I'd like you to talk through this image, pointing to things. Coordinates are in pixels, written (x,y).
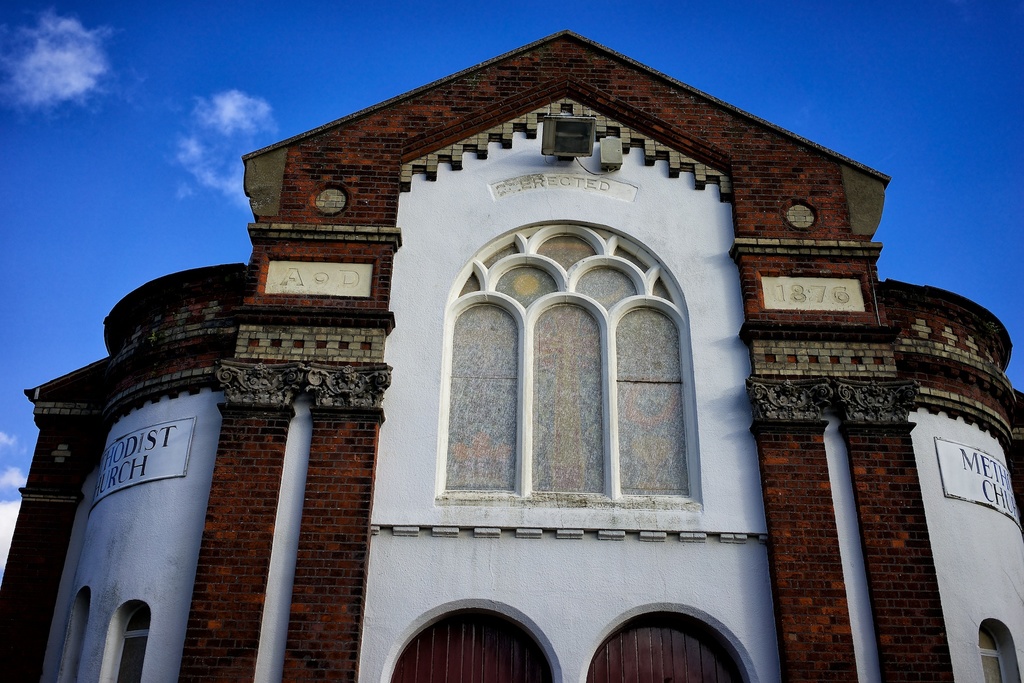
In this image there is a building (635,533) in the middle (494,383). There is some text (128,455) on the wall (118,455) on either side of the building (859,483). At the top of the building (556,169) there is a light (561,126). At the top (224,73) there is the sky (178,91).
